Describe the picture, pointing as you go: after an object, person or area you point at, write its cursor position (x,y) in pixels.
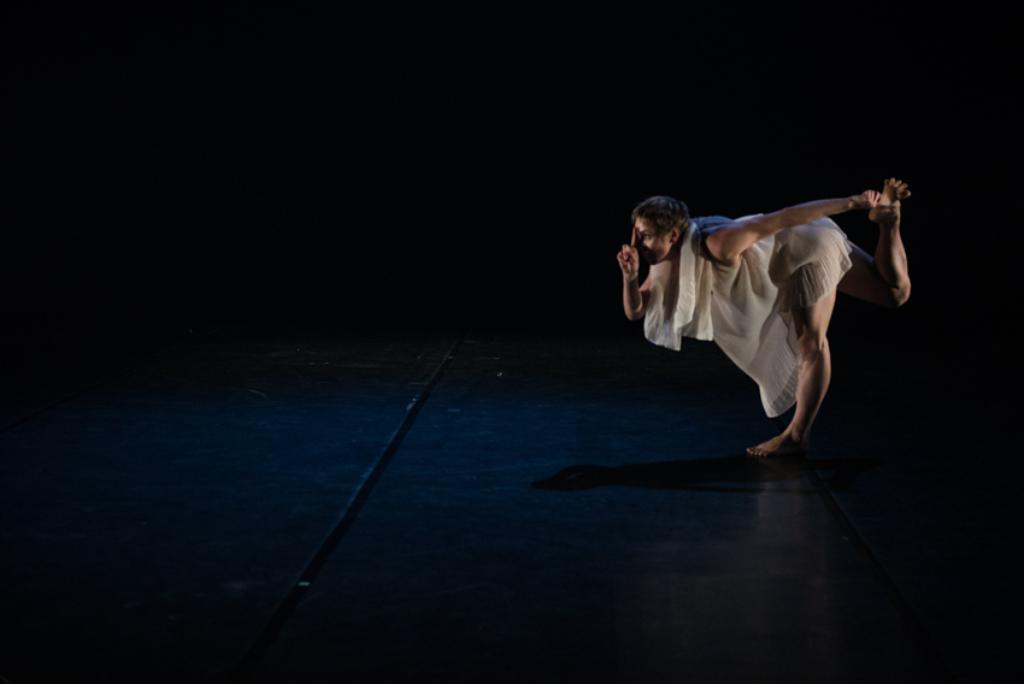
In this picture we can see a woman (796,299) wearing white dress (785,291), standing in the front (801,424). Behind there is dark background.
